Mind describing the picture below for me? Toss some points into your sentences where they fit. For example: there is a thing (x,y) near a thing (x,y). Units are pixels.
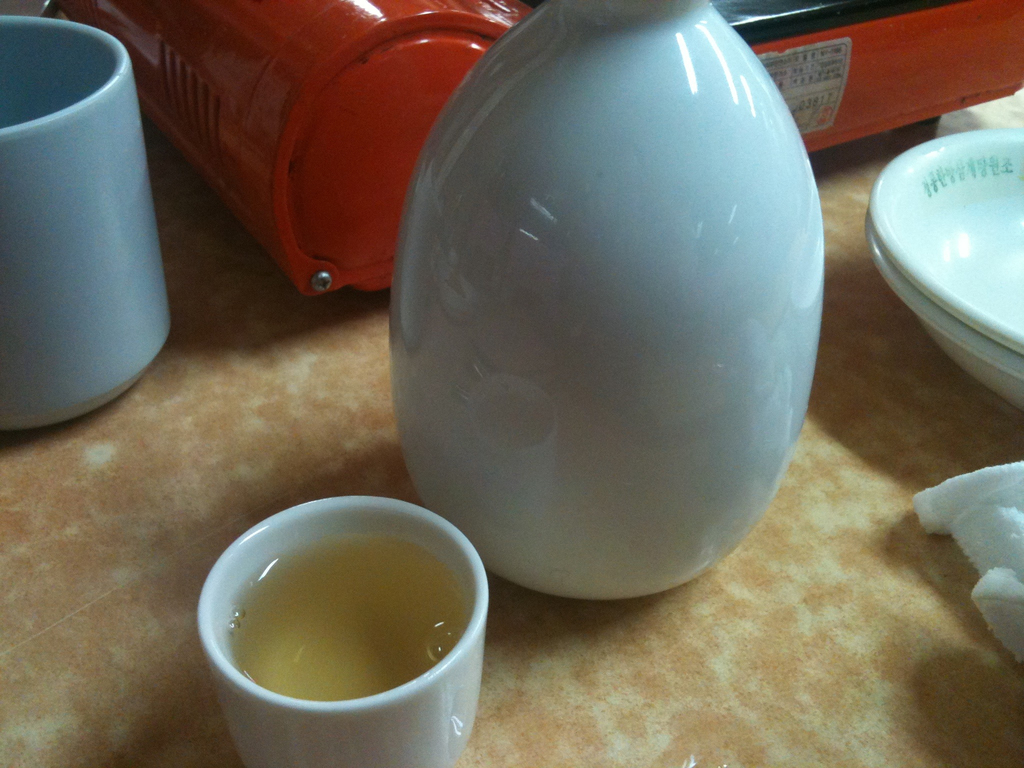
In this picture, it looks like a table (768,636) and on the table (775,615) there are cups (92,156), cloth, plates (938,246), a jar (627,295) and a red color object (331,132).
